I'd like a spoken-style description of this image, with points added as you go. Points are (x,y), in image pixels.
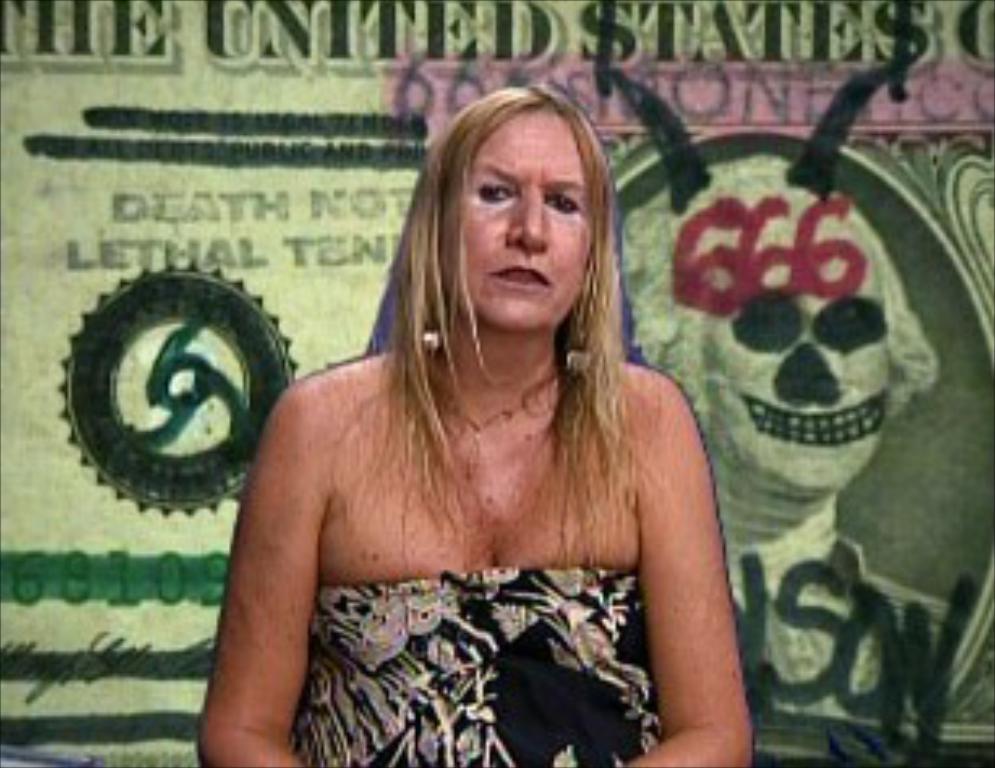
In the image there is a lady (361,641) sitting. Behind her there is a poster (807,274) with images (796,358) and something written on it.
